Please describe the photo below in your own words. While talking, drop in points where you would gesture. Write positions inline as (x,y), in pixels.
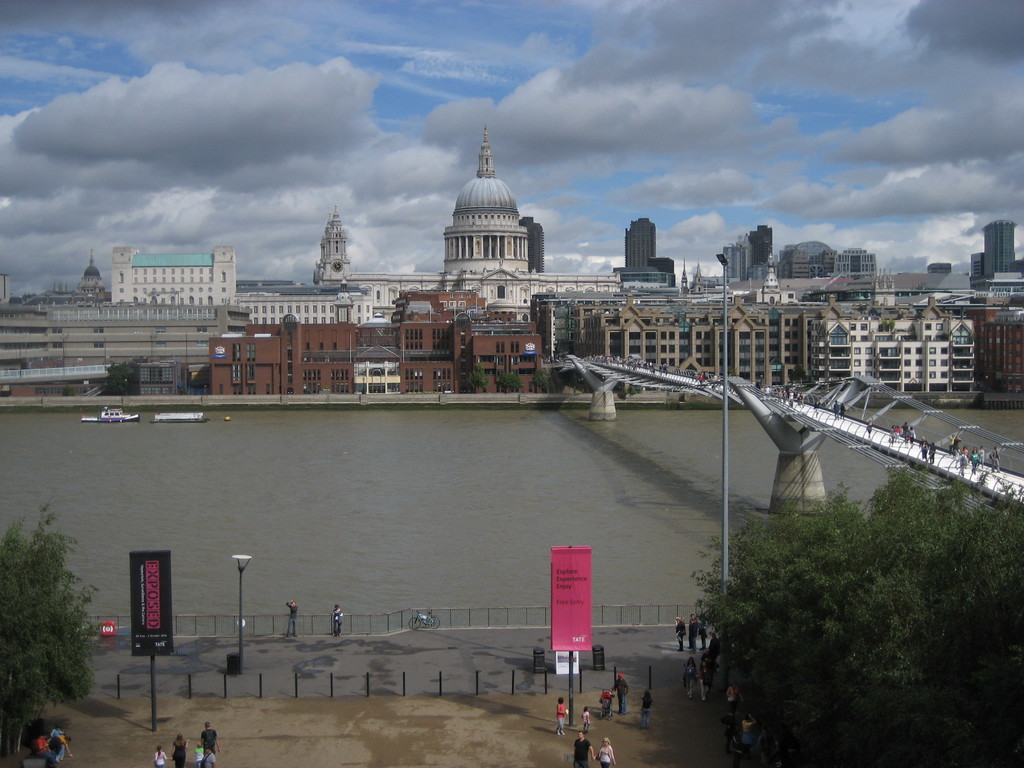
In the foreground of this image (627,684), on the bottom (124,700), there are trees (732,639), persons (208,732) walking on the pavement (384,661) and the road (430,658). We can also see few poles (330,687), boards (566,610) and the railing (602,616). In the middle (382,498), there is water (394,492), bridge (1020,474), persons (966,465) walking on the bridge (1000,475) and boats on the water (289,452). In the background (553,317), there are buildings (487,317), sky (516,99) and the cloud (521,120).
